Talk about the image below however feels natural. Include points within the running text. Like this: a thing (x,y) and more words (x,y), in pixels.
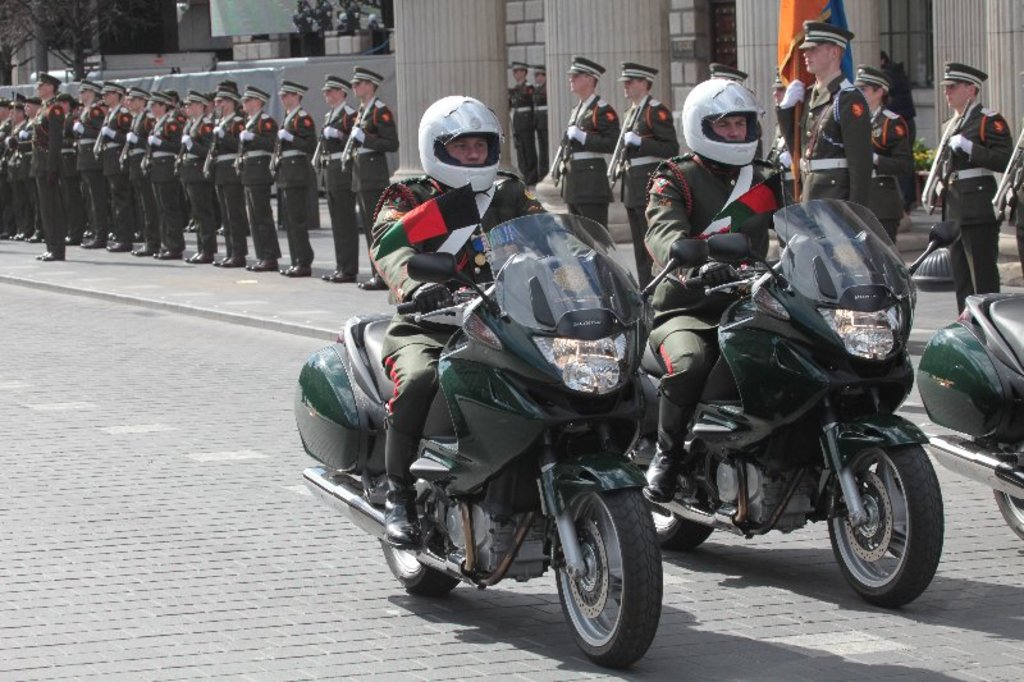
In this picture we can see two persons (751,132) on the bike (646,414). They wear a helmet (739,152). This is the road (215,414) and we can see some persons (63,103) standing on the road (150,522). This is the pillar (428,67) and these are the trees (111,31).
